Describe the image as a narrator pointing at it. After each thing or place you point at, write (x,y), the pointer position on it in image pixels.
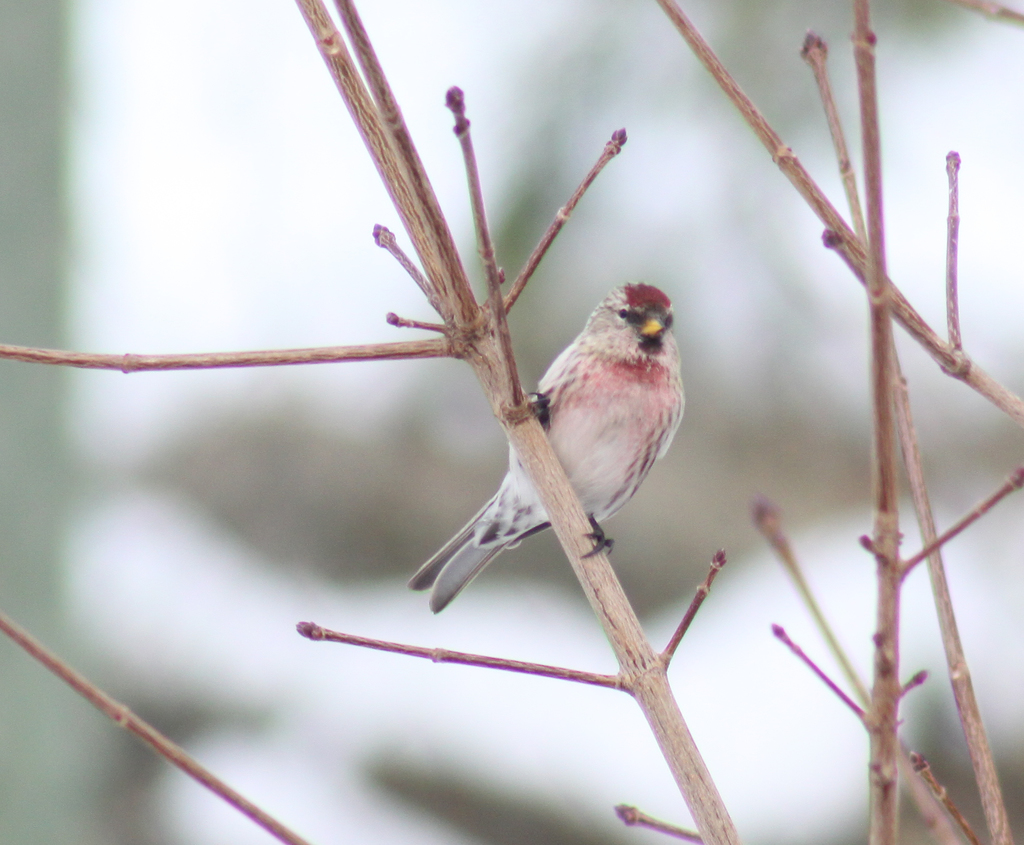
In this image I can see the bird (511,485) standing on the branch (546,467) of the tree (538,456). The bird (503,503) is in white and red color. And there is a blurred background (183,495).
